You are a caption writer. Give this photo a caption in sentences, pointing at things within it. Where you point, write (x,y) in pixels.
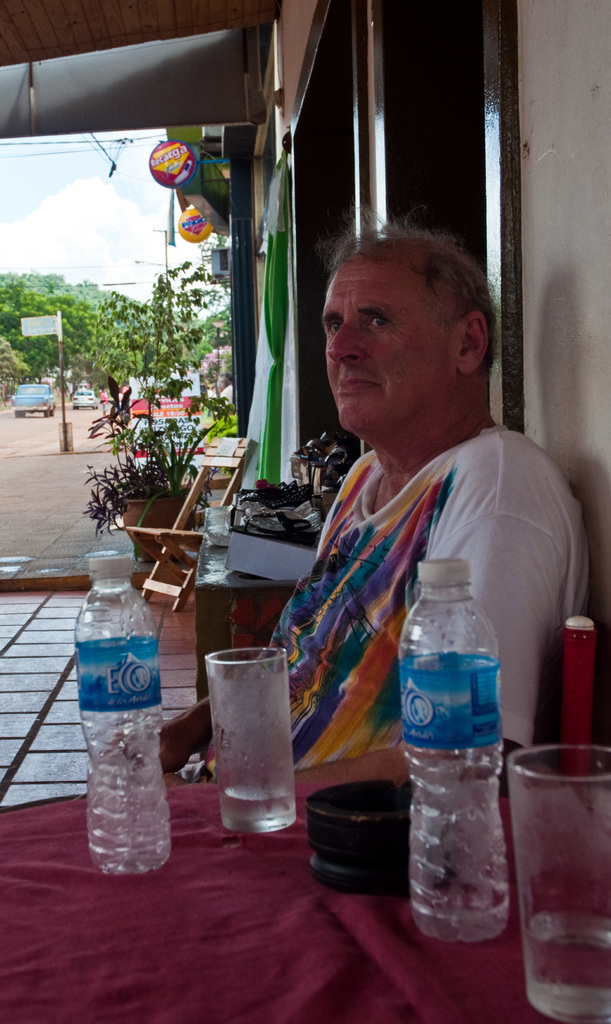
in this image i can see a man (331,568) sitting on the chair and there is a table (234,844). on the table (72,816) there is a bottle (158,763) and glass (245,749) there is chair (174,542), there is a flower pot (174,515). on the flower pot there is a plant (144,480). there is a sky (61,260) and sky (57,222) is cloudy. And there are some sandal (279,532) in the sandal stand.
